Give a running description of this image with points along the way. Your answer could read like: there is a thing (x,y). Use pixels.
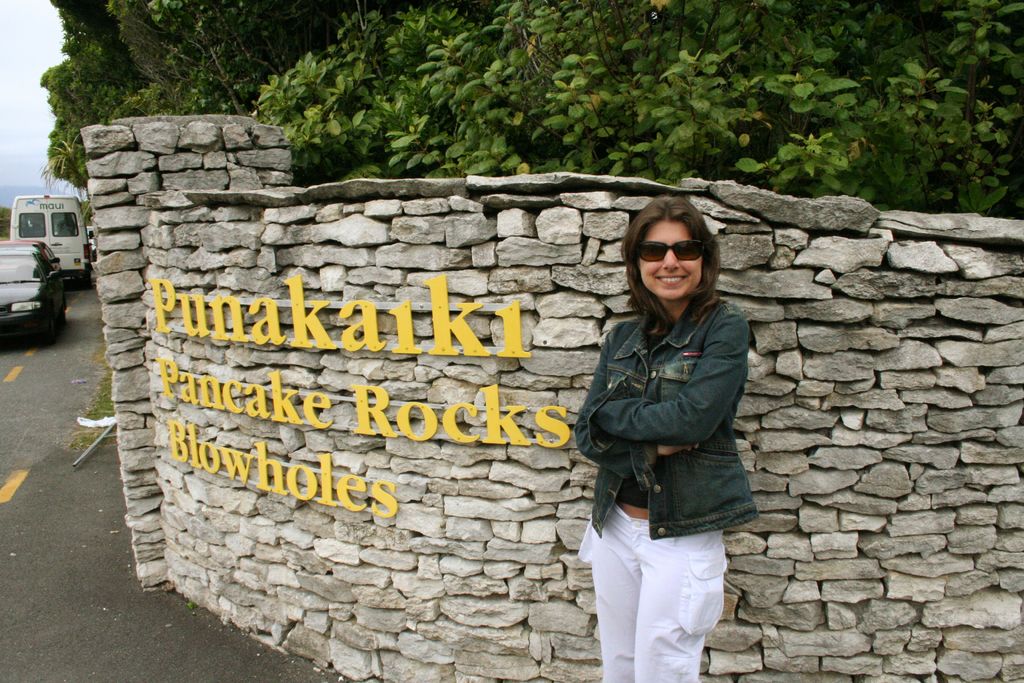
This image is taken outdoors. At the top of the image (250,79) there are many trees (681,118) with green leaves (818,52). On the left side of the image (16,42) there is a sky (4,163) with clouds (4,163) and a few cars (45,316) are moving on the road (55,436). In the middle of the image (549,303) there is a wall (406,644) with stones (512,362) and a text (280,376) on it. A woman (690,446) is standing on the road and she is with a smiling face (673,273).
